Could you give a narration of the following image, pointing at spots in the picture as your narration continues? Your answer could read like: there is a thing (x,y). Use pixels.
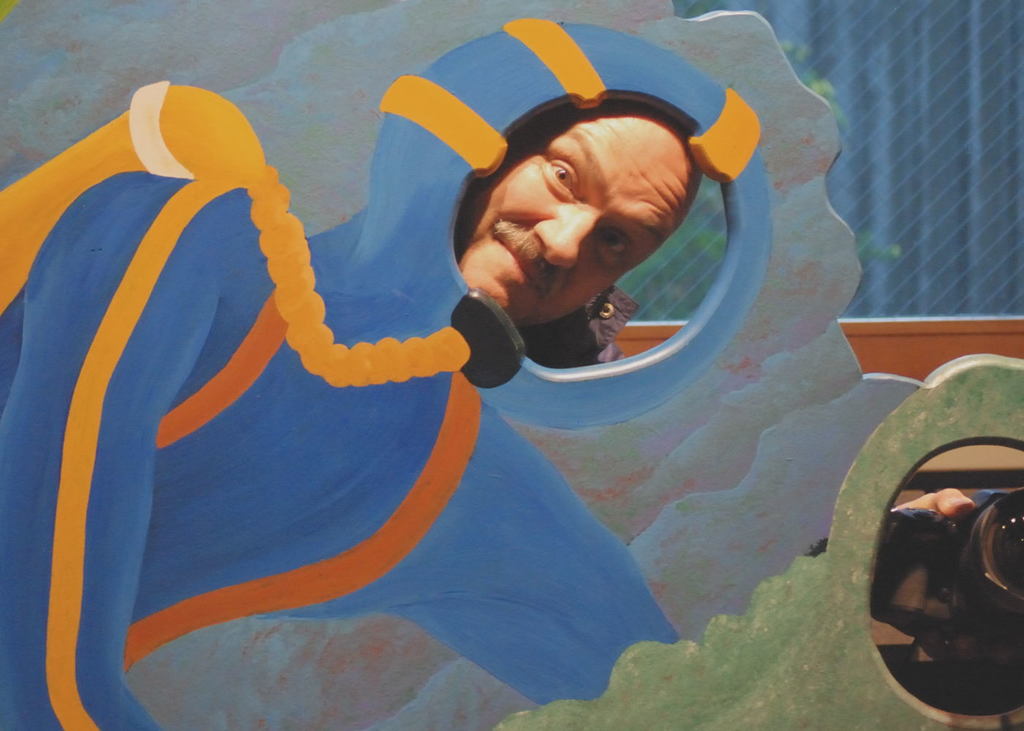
In this image we can see a man (603,277) giving a pose for a photo.
